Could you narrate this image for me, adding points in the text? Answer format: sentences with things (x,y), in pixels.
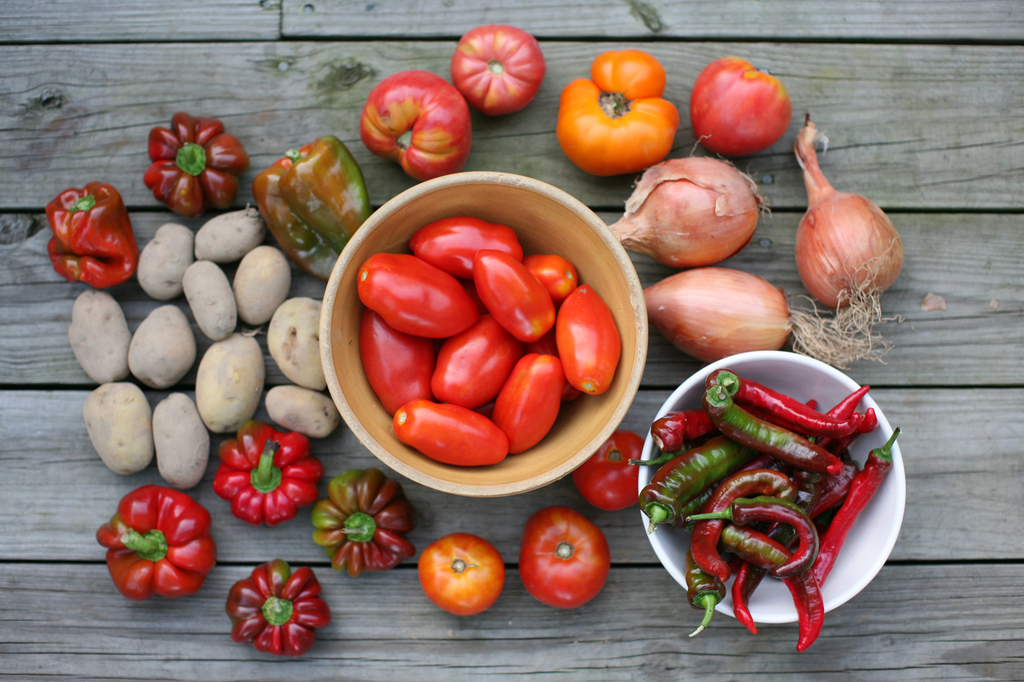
In this image in front (764,419) there are chilies (722,443) and tomatoes (528,344) in a bowl (672,411). We can see onions (748,224), capsicum (268,594), potatoes (182,431), tomatoes (471,579) on a table (322,114).
